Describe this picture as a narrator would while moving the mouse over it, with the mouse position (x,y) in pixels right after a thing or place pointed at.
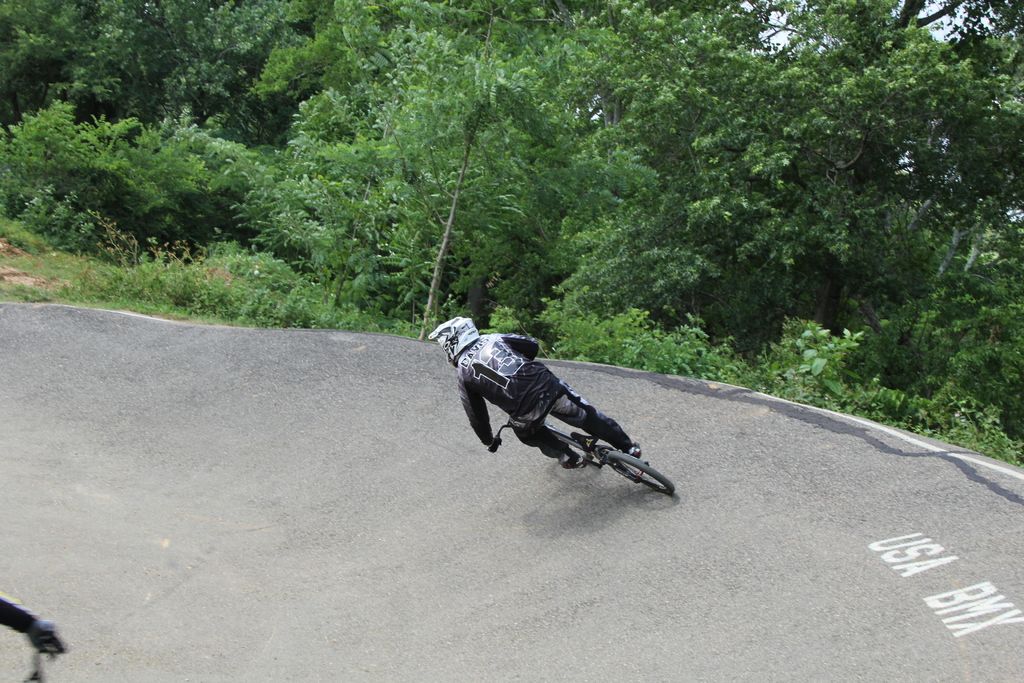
In this picture there is a man (462,317) who is wearing helmet (457,339), jacket (495,366), gloves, trouser (538,427) and shoes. He is driving a bicycle (644,471) on the road (575,471). At the top (550,40) I can see many trees (751,224) plants (851,251) and grass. In the top right corner (773,21) I can see the sky (782,41).
